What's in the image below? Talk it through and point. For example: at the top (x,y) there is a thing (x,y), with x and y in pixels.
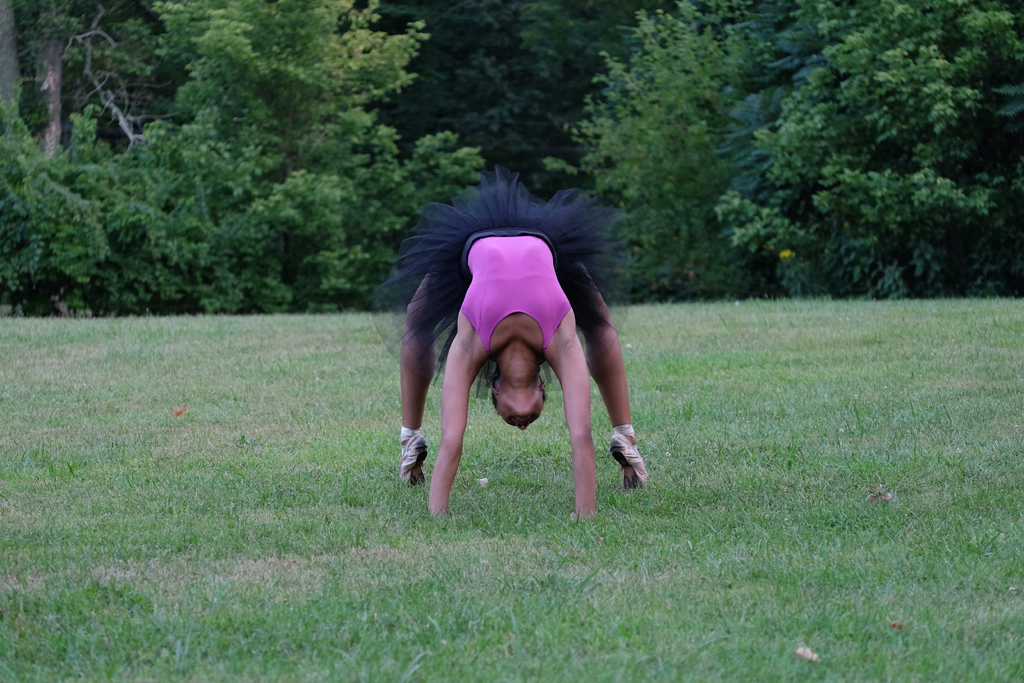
This image is taken outdoors. At the bottom of the image (256,521) there is a ground (269,481) with grass (272,466) on it. In the background (249,182) there are many trees (468,171) and plants (816,234). In the middle of the image (491,315) a woman (507,326) is doing yoga on the ground (493,475).
